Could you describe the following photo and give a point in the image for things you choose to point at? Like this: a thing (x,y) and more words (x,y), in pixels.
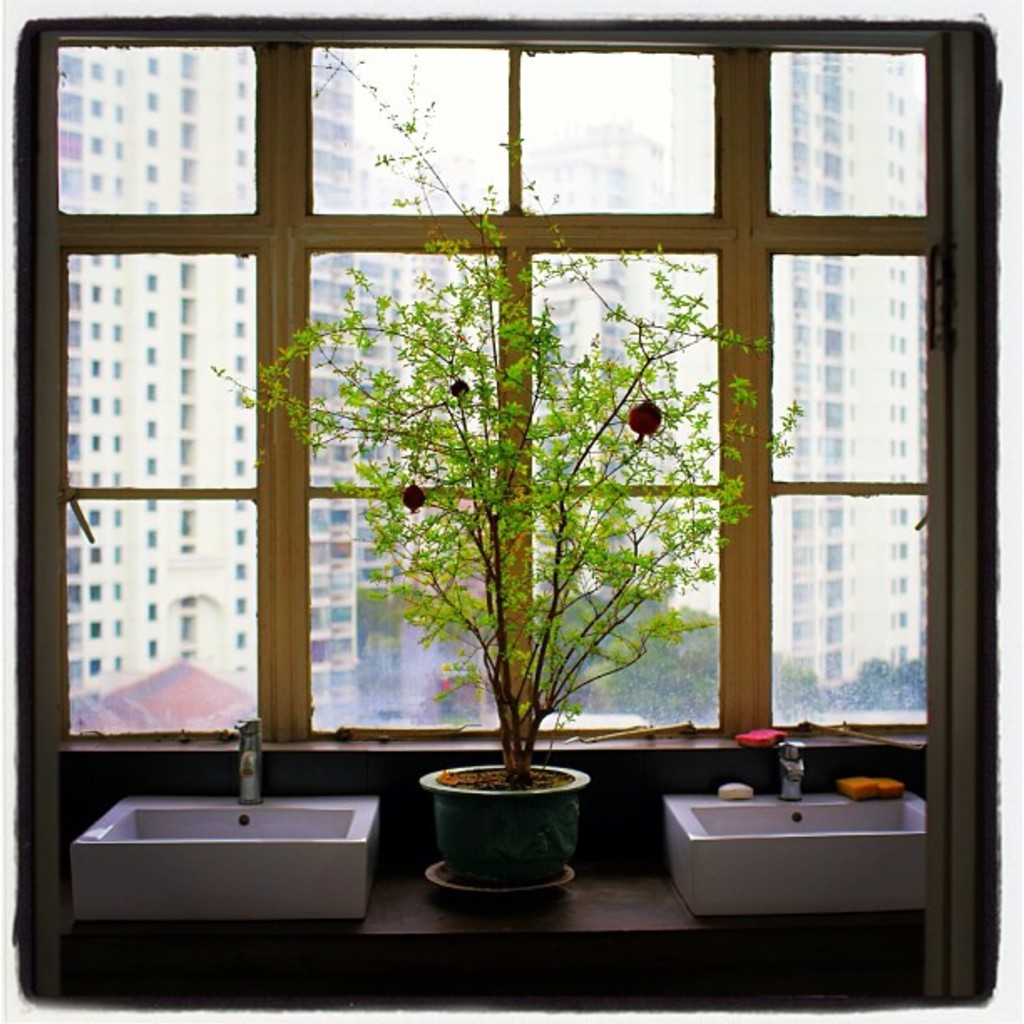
In this image, we can see plant (456,568) with some objects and pot (530,818). Here we can see sinks (895,853) with taps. Here we can see surface (515,902) and object (442,886). On the right side of the image (748,739), we can see a few things (752,792). Here there is a glass window (360,559). Through the glass (717,622) we can see outside view. Here there are few buildings (813,348) and trees (695,666).
